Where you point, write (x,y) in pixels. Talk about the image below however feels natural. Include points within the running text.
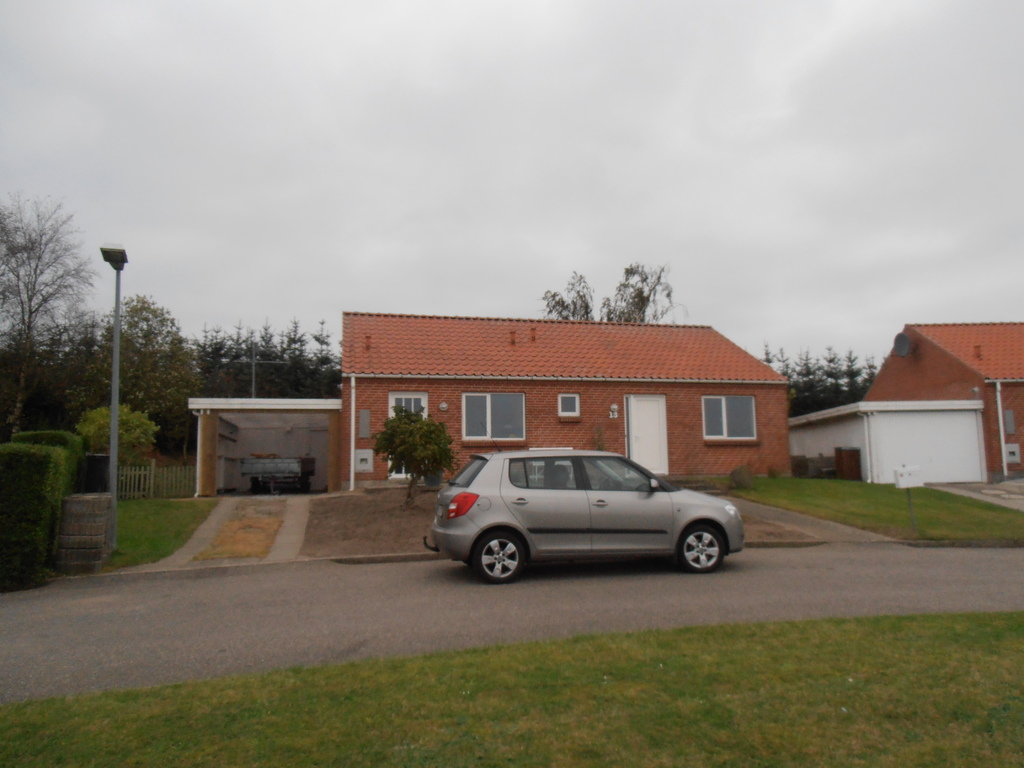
In this picture we can see a car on the road (392,590), beside this road (767,612) we can see houses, grass (487,671), plants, trees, electric poles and some objects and we can see sky (855,244) in the background (824,187).
